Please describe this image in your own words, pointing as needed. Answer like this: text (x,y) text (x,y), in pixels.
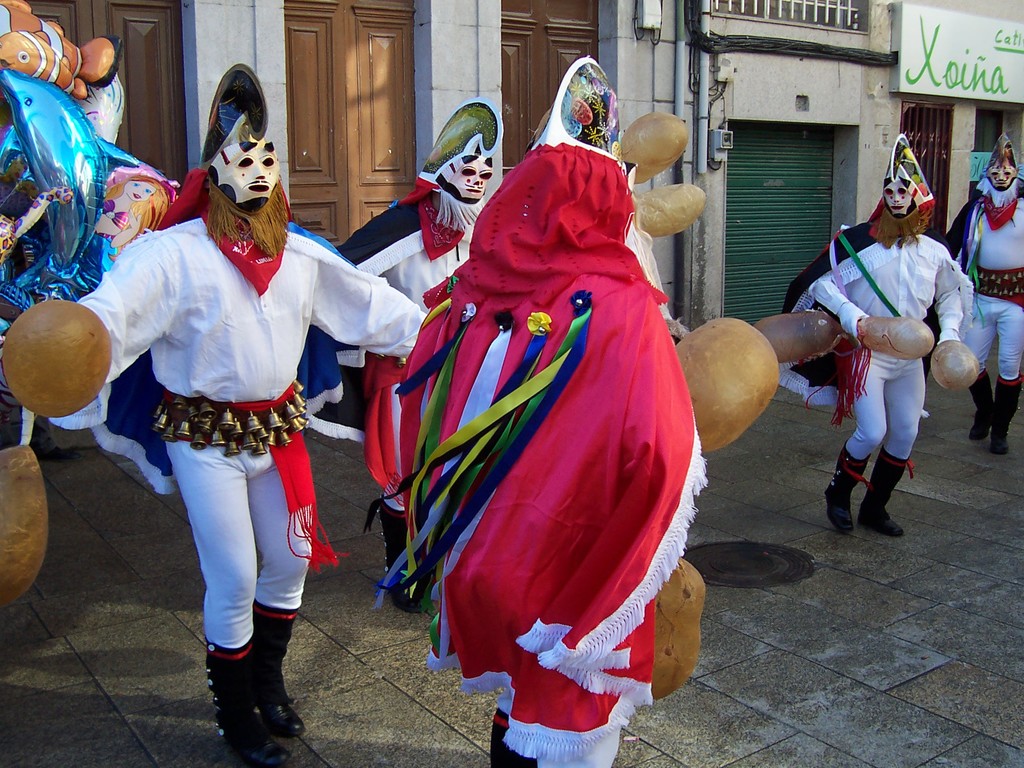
There is a group of persons (392,371) are standing and wearing a carnival dress (488,356) in the middle of this image (566,360), and there are some buildings (428,136) in the background (711,127). We can see there is a board (952,59) with text (965,68) at the top right corner of this image (970,57).
